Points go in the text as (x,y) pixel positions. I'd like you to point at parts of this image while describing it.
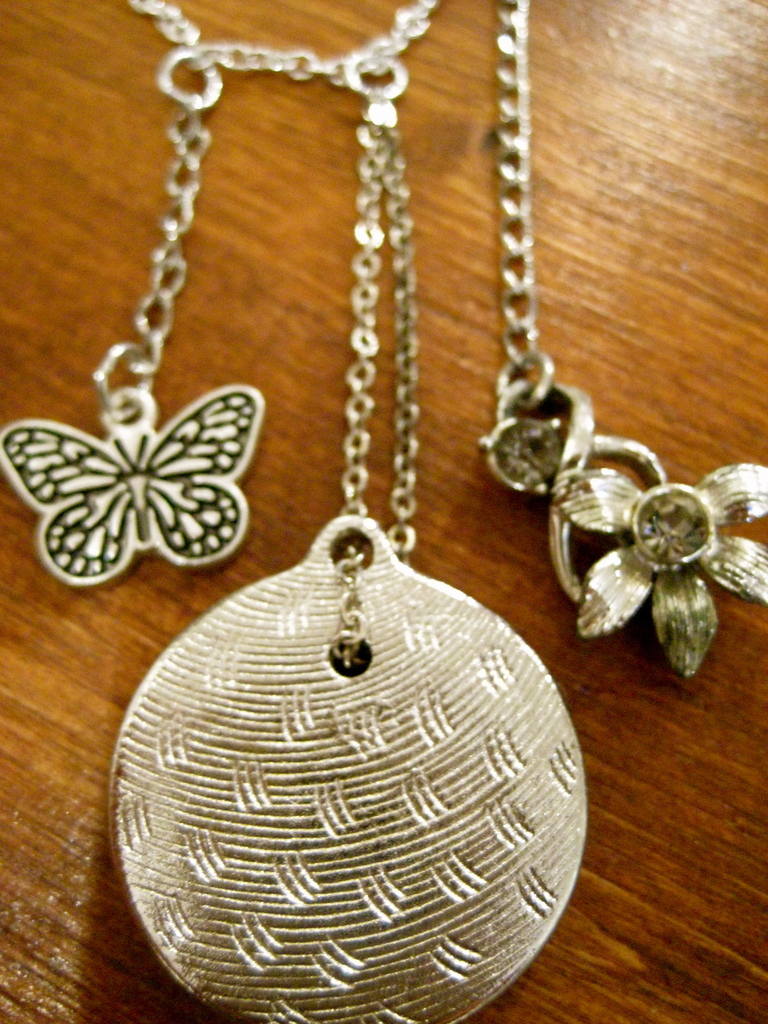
In this picture we can see lockets (239,421), chains (117,358) on the wooden surface (377,466).
